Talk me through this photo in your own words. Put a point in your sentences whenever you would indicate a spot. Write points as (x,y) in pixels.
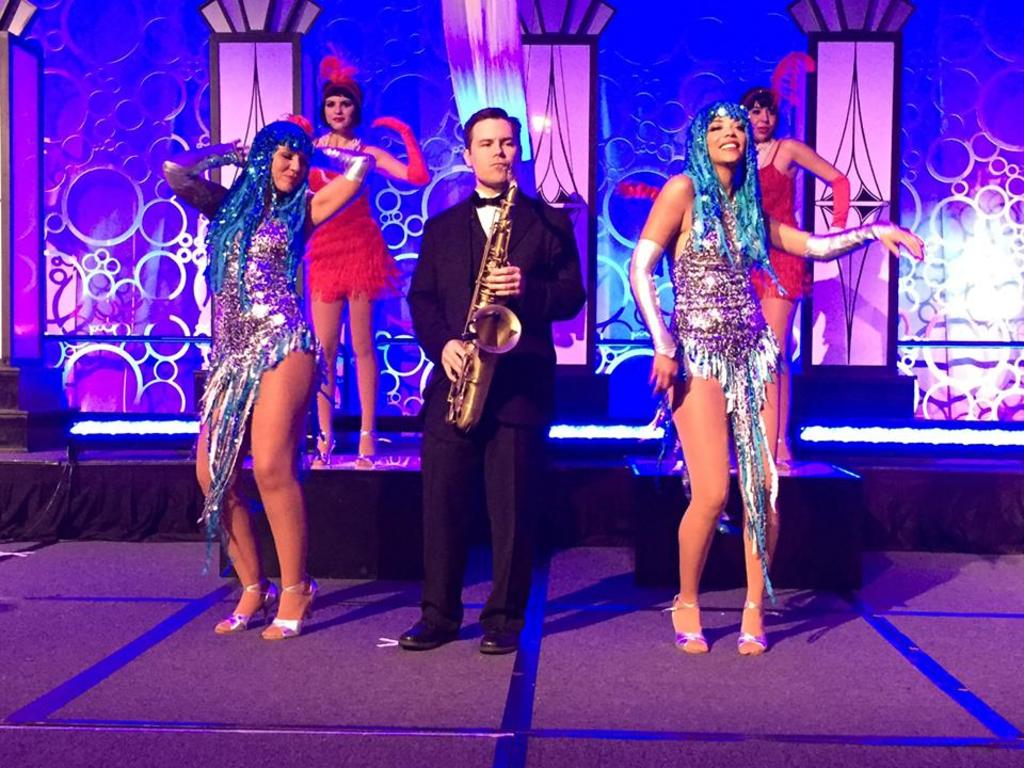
In this image I can see a person (522,231) playing saxophone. 4 women (689,284) are dancing. There is a colorful background (171,252).
